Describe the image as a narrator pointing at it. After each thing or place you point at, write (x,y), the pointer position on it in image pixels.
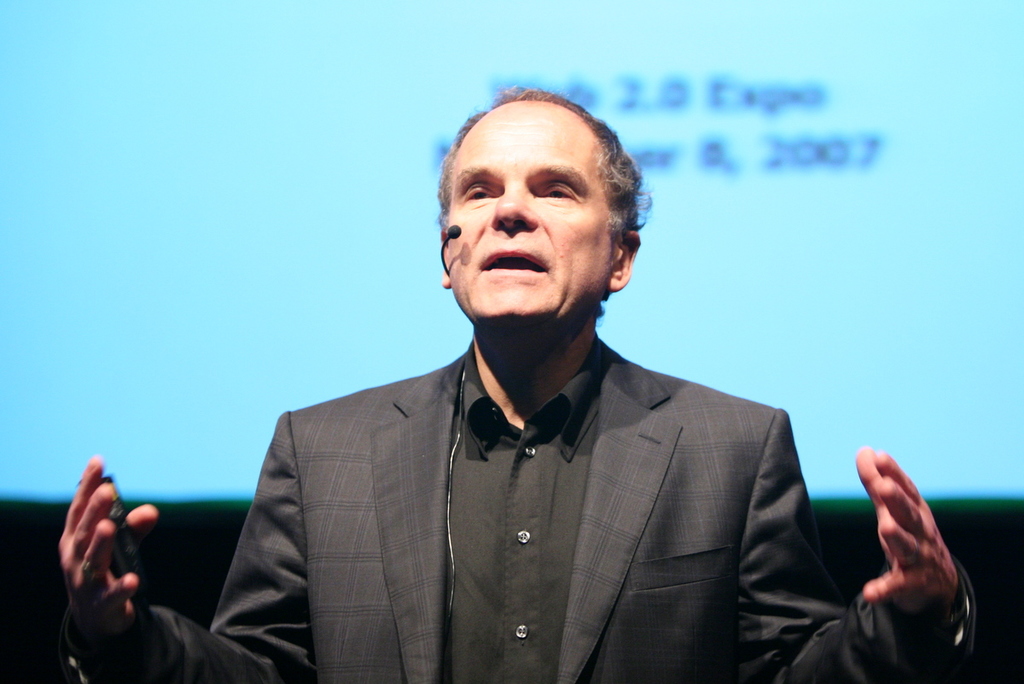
In this image I can see a man (513,344) in the front (516,505) and I can see he is wearing black shirt (506,555) and black blazer (613,465). I can see a mic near his mouth (490,270). In the background (180,189) I can see a screen (741,189) and on it I can see something is written. I can also see a black colour thing (116,485) in his hand (92,537).
